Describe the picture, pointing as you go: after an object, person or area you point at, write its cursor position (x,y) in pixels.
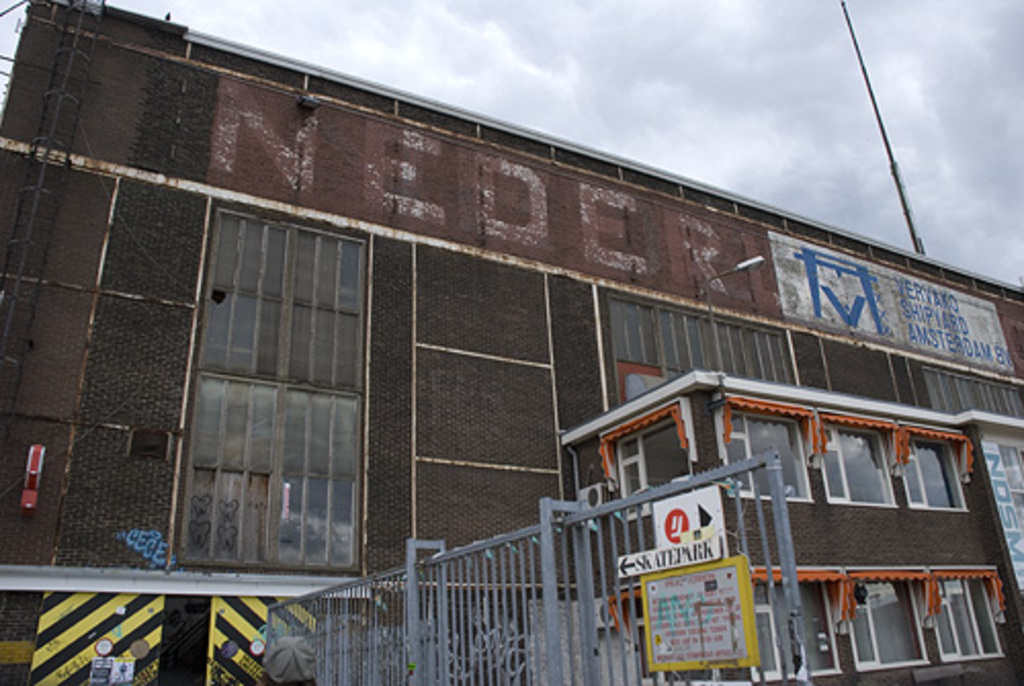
In the picture there is a building (801,433), there is an iron fence (335,640), there is a cloudy sky (901,141).
